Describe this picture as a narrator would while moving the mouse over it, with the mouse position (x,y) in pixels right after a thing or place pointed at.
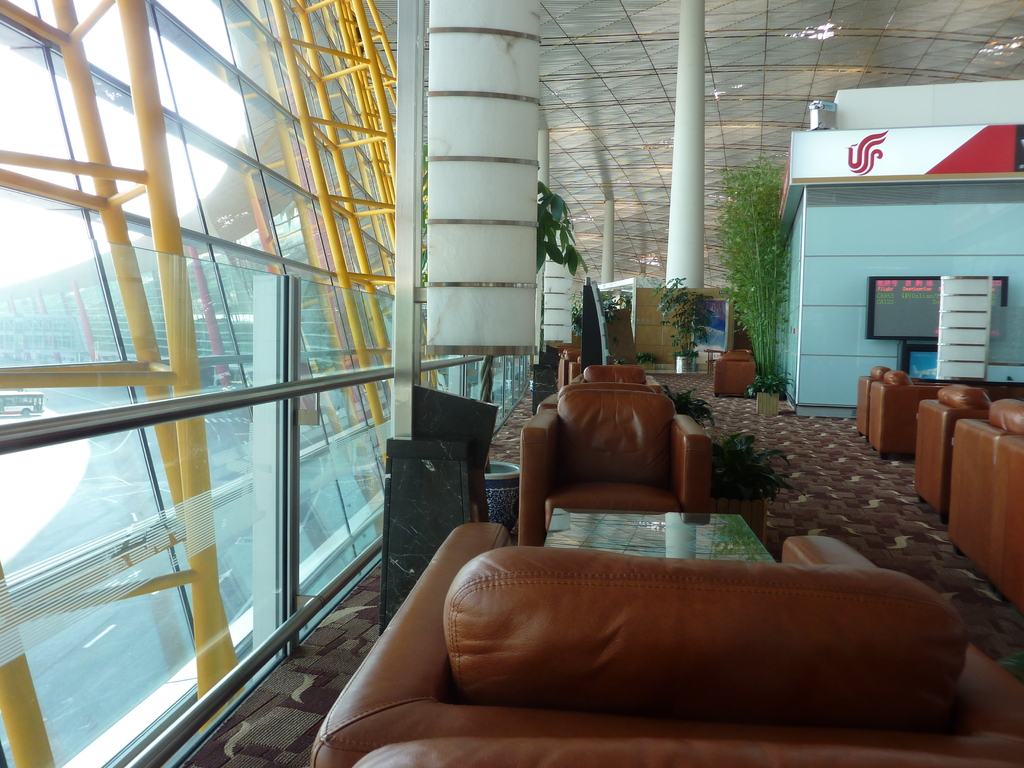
In this image I can see the chairs (643,490). I can see the plants (680,350). On the left side (311,121) I can see the yellow rods (319,162).
